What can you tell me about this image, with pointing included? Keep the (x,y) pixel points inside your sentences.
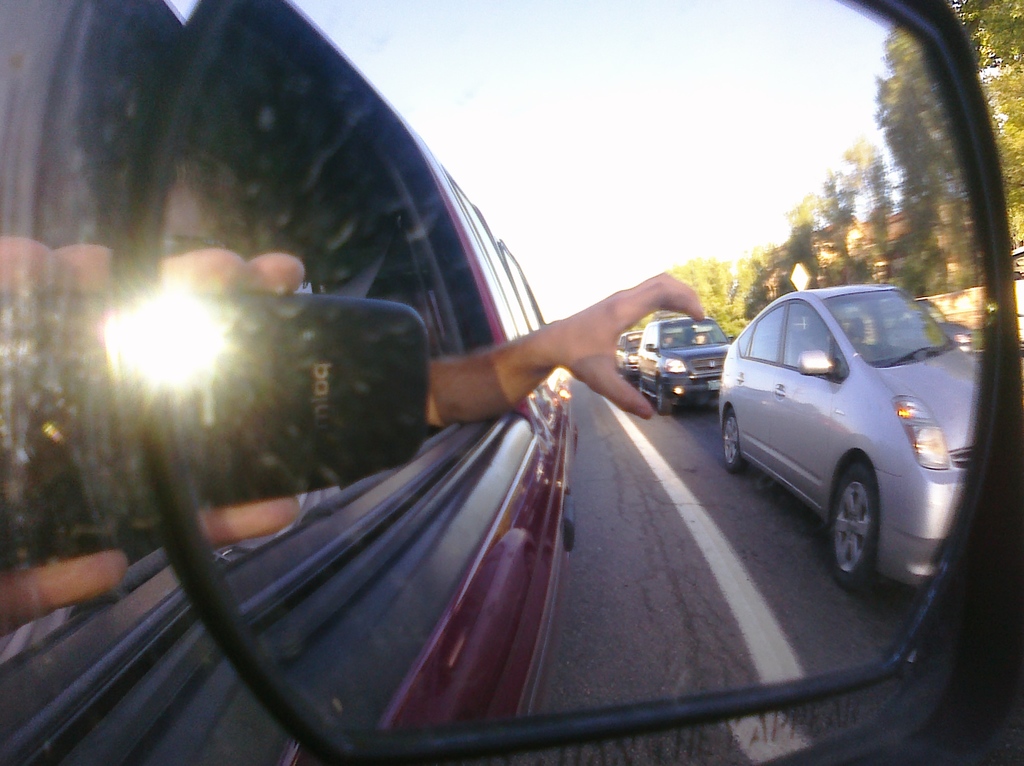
In this image there are a group of cars (540,389), and in the foreground (357,272) there is one mirror (357,272) and in that mirror (323,175) we could see a reflection (444,422) of one person (182,260) who is in car (489,604) and he is holding phone (256,379) and in the background (812,263) there are some trees (916,151). At the top of the image (652,130) there is sky (656,114).
